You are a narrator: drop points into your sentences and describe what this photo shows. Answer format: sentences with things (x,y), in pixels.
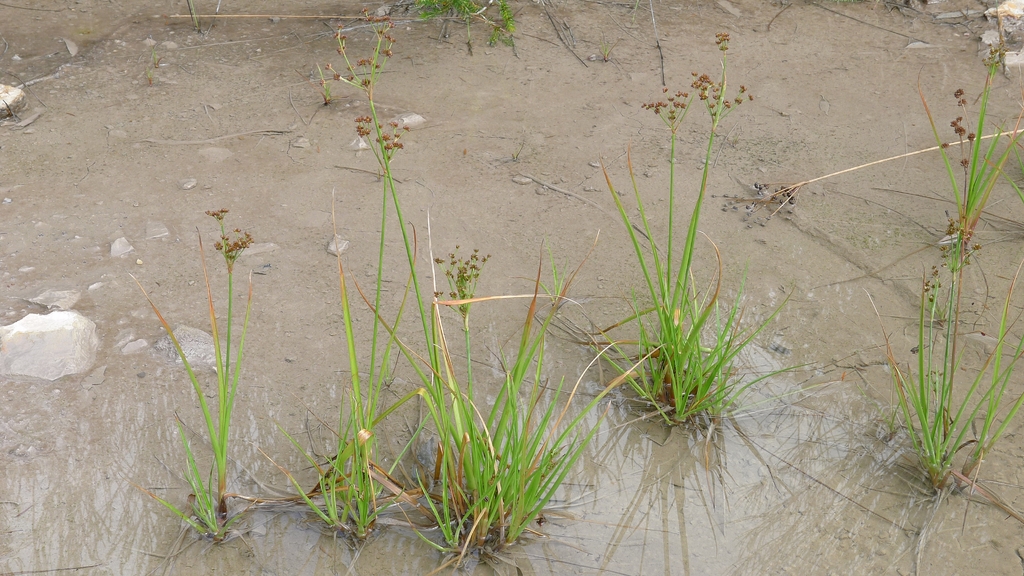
At the bottom of the image (435,469) we can see grass (524,468) and water (183,474).
